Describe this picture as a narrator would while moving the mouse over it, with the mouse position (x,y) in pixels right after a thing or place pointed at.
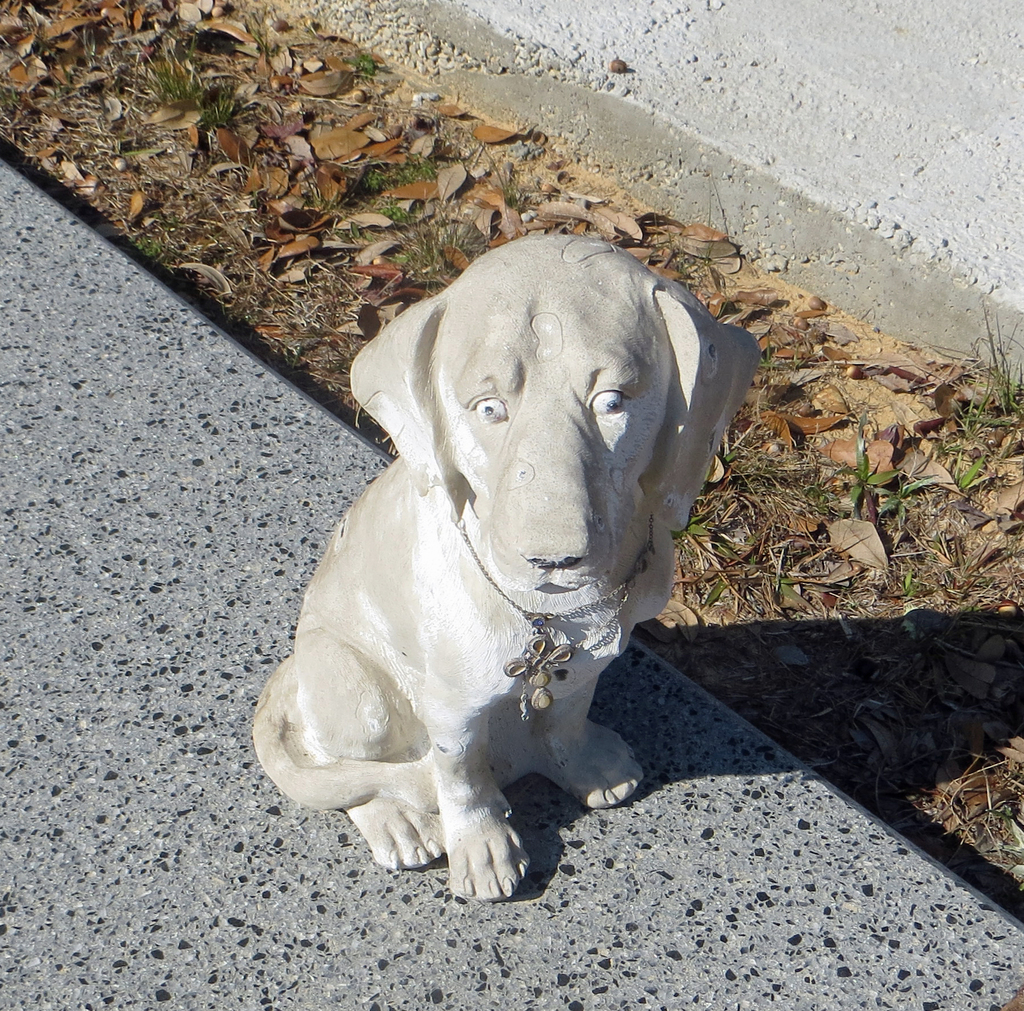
In the center of the image (661,476) we can see a statue (412,716). In the background of the image (782,412) we can see the pavement (115,741), dry leaves (773,292) and grass (426,172).
